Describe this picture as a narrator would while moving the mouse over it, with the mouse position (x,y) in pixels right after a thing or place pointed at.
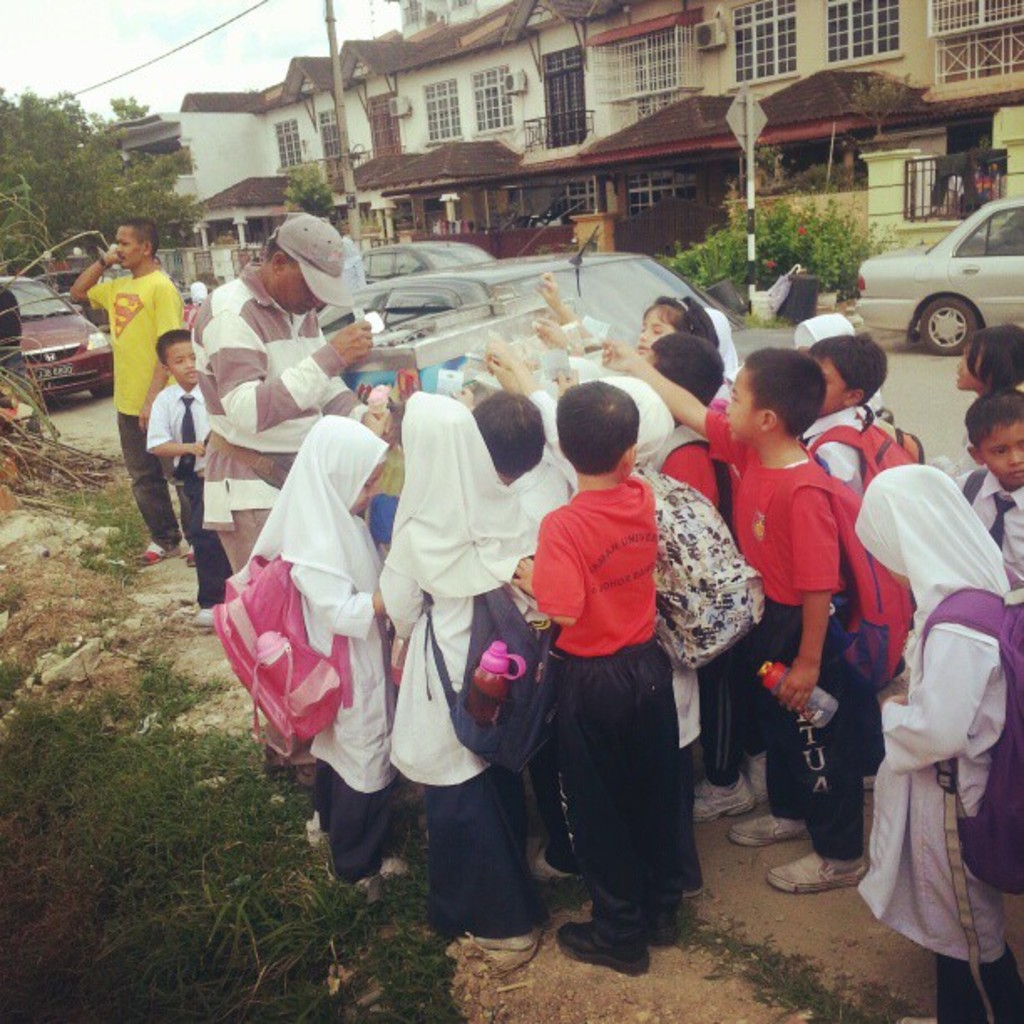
In this image we can see some children (154,435) and there are few persons (313,357) and we can see some vehicles (629,303) on the road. We can see few buildings (659,155) and there are some plants (13,192), trees (47,149) and grass (241,914) on the ground (418,1016) and we can see the sky (211,65).
